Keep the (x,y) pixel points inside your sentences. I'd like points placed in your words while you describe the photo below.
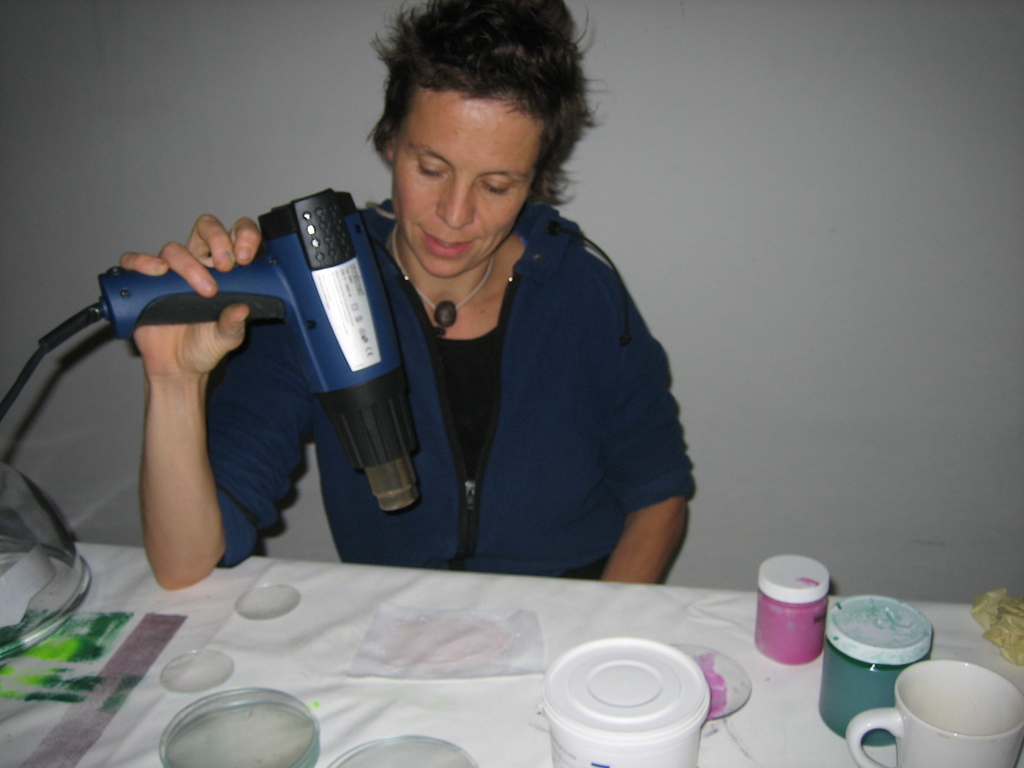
In this image in the center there is a table (450,681) which is covered with the white colour cloth (435,691). On the table (31,661) there are bottles (834,656) and there is a cup (940,745). Behind the table (423,580) there is a woman (485,395) sitting and holding a machine (345,347) in her hand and smiling.
